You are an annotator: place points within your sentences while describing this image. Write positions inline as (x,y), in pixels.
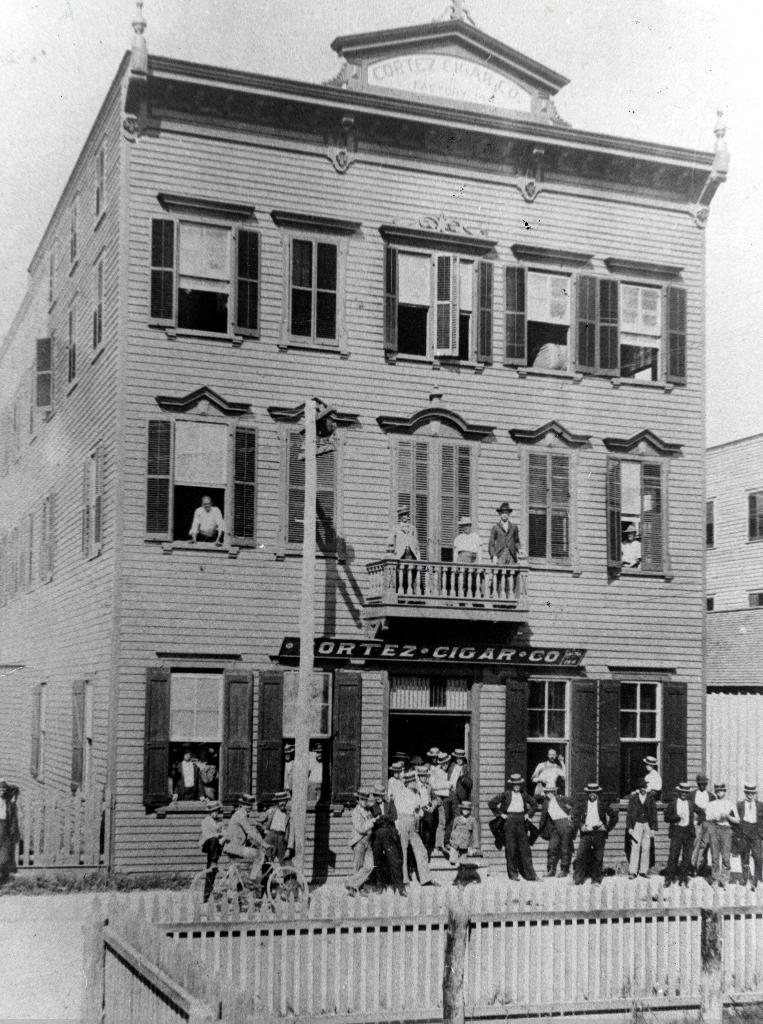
In this image I can see the black and white picture in which I can see the railing (387,580), the ground (27,938), few persons (218,860) standing, a bicycle (225,869) and a huge building (379,426). I can see few windows (563,308) of the building (318,362) and few persons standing in the building (588,545). In the background (702,32) I can see another building (722,610) and the sky (37,32).
